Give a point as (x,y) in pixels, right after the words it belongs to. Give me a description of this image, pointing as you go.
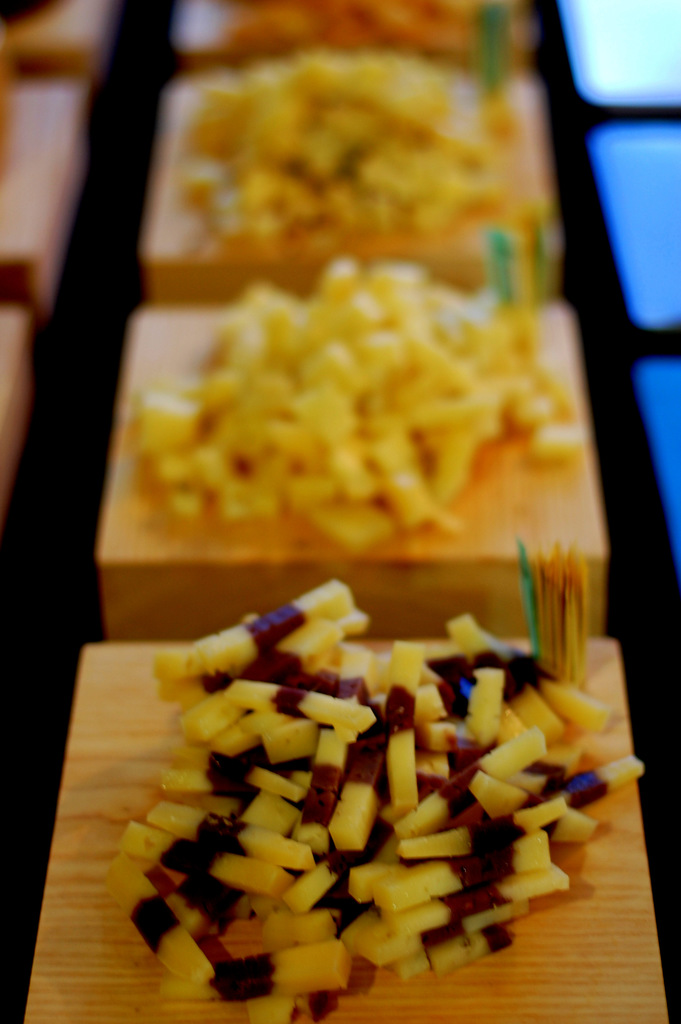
In this image I can see few cream colour things (163,487) and on it I can see different types of food (352,331). I can also see this image is little bit blurry from background (556,80).
